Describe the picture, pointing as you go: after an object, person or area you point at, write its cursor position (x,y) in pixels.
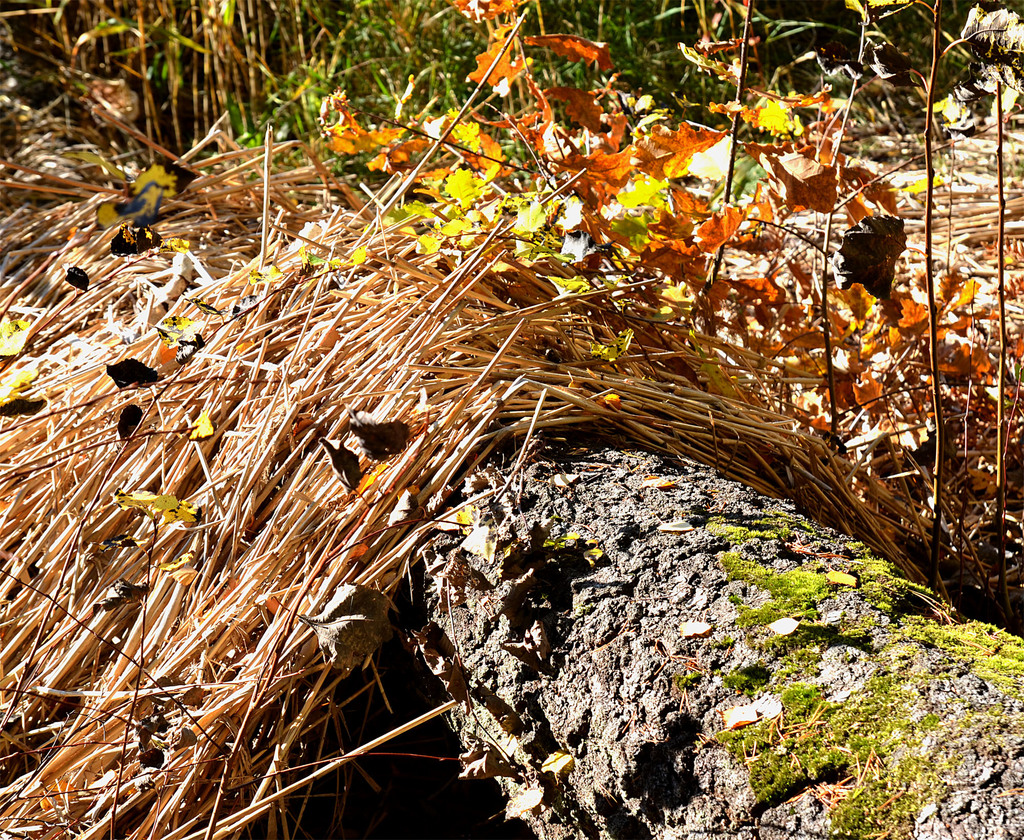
In this image we can see some plants (612,95), wooden sticks (106,566) and an object (469,624), which looks like a trunk (621,653).
